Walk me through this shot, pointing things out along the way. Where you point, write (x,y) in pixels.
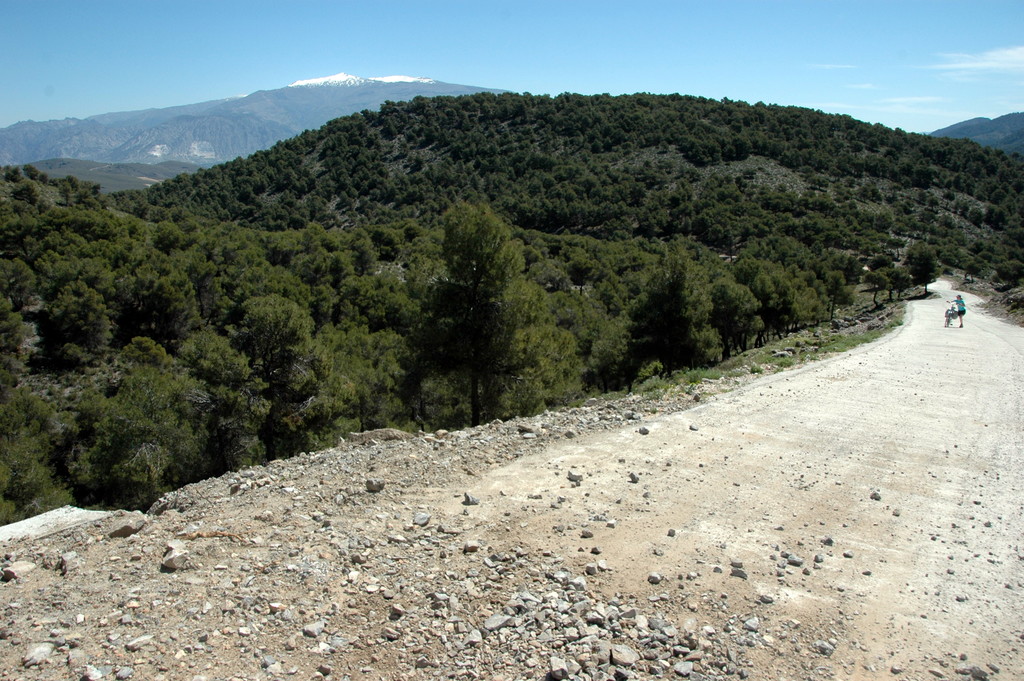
This picture is clicked outside. In the foreground (295,631) we can see the ground (727,562) and the stones (416,521) and we can see a person (961,308) holding some object (945,323) and seems to be walking on the ground (973,330). In the background (529,49) we can see the sky (481,23), hills (332,130), trees (464,275) and some other objects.
